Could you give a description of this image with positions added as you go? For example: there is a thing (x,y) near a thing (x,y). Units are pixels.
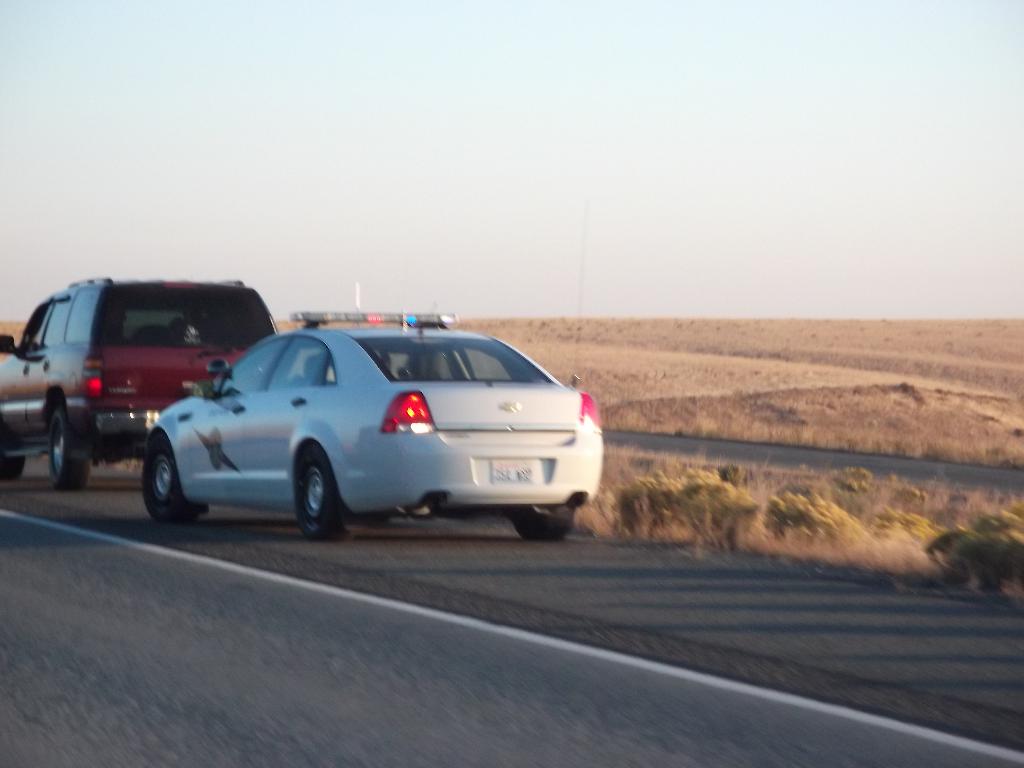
In this image we can see some cars (376,503) on the road (589,617). On the backside (683,231) we can see some grass (826,440) and the sky (652,239) which looks clear.
